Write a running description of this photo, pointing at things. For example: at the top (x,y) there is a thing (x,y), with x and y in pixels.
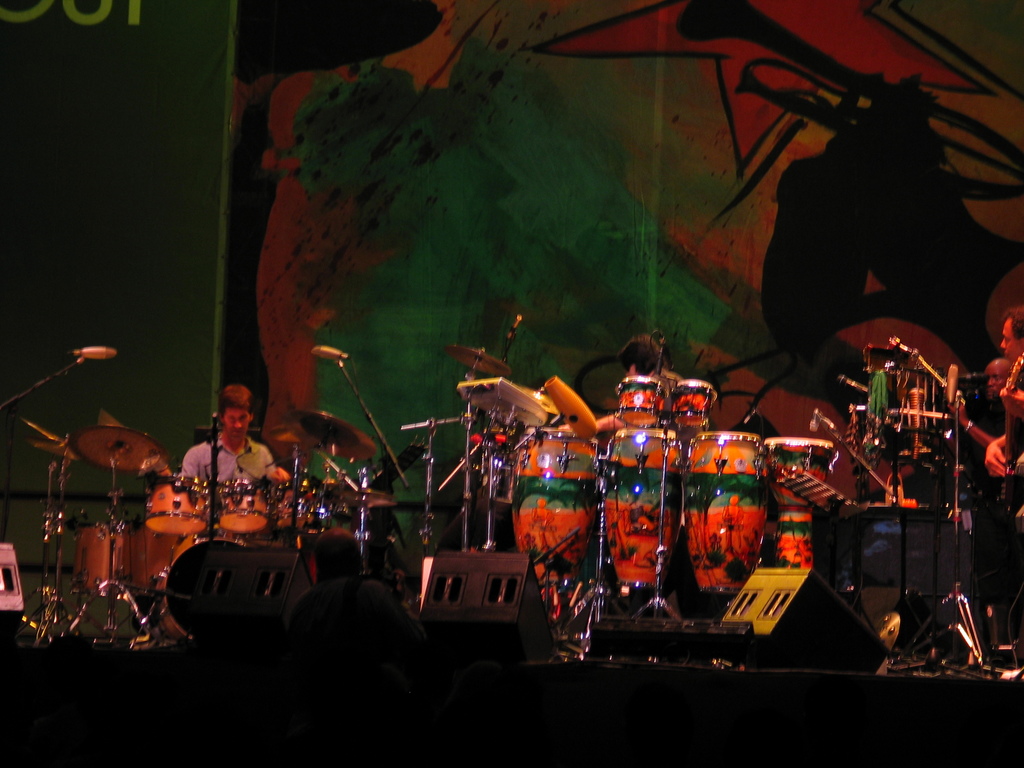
In this picture, we see many musical instruments (690,519) like drums (756,540) and guitar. The man (246,455) in blue shirt (199,462) is playing drums (183,487) who is on the left corner of this picture (248,487) and we can even see microphones (87,348) fitted to this drums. On the rightmost (1011,319), we find a man (1009,345) playing guitar (1011,445). In middle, we see the other man (669,408) playing drums (619,412). on background (382,325), we find a wall (524,225) with painting (709,180) which is green and orange in color.
